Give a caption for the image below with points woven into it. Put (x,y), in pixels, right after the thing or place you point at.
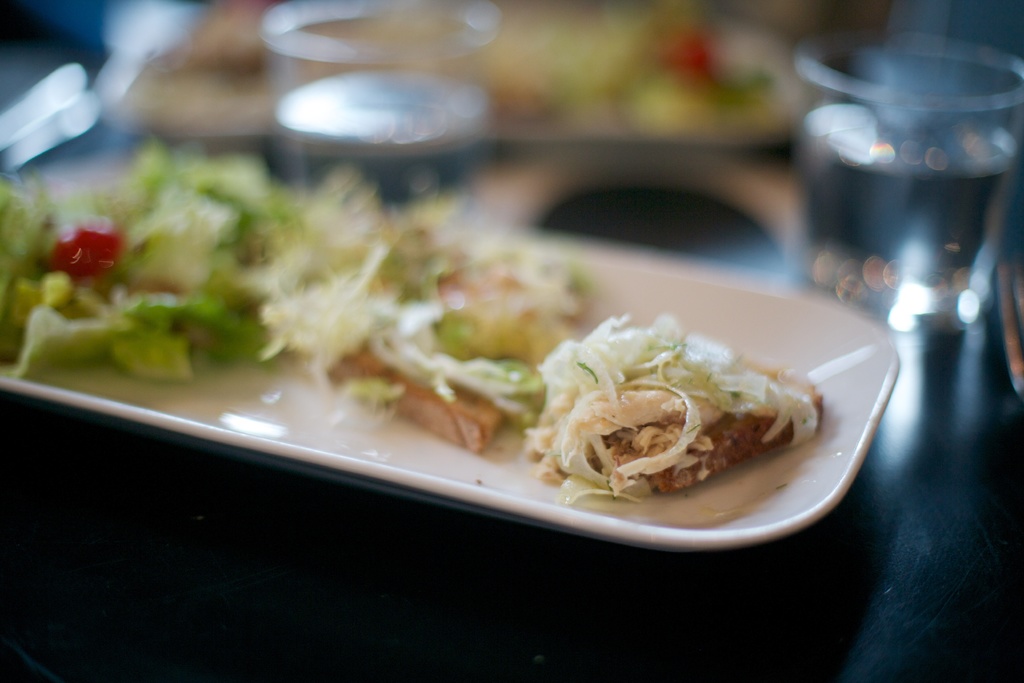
In the image in the center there is a table (414,498). On the table (324,523), we can see plates (251,432), glasses (805,167) and some food items (249,191).
